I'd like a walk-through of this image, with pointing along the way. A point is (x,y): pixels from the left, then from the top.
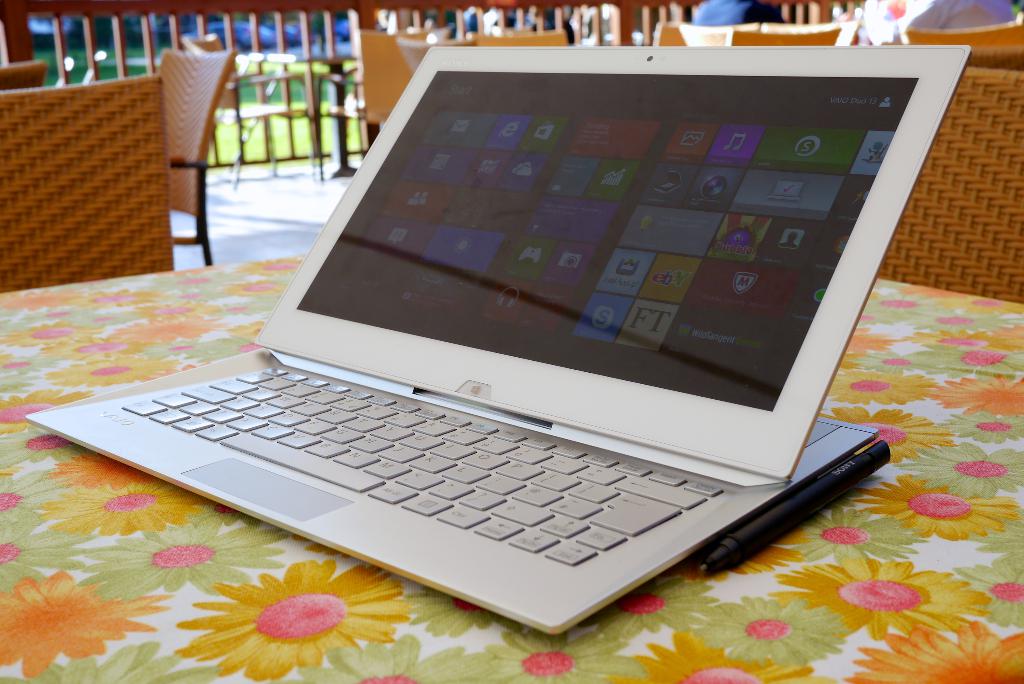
This image consists of tables (142,337), chairs (140,175). On the table (62,374) there is a pen (817,504) and laptop (460,398). Chairs (173,201) are in brown color.
